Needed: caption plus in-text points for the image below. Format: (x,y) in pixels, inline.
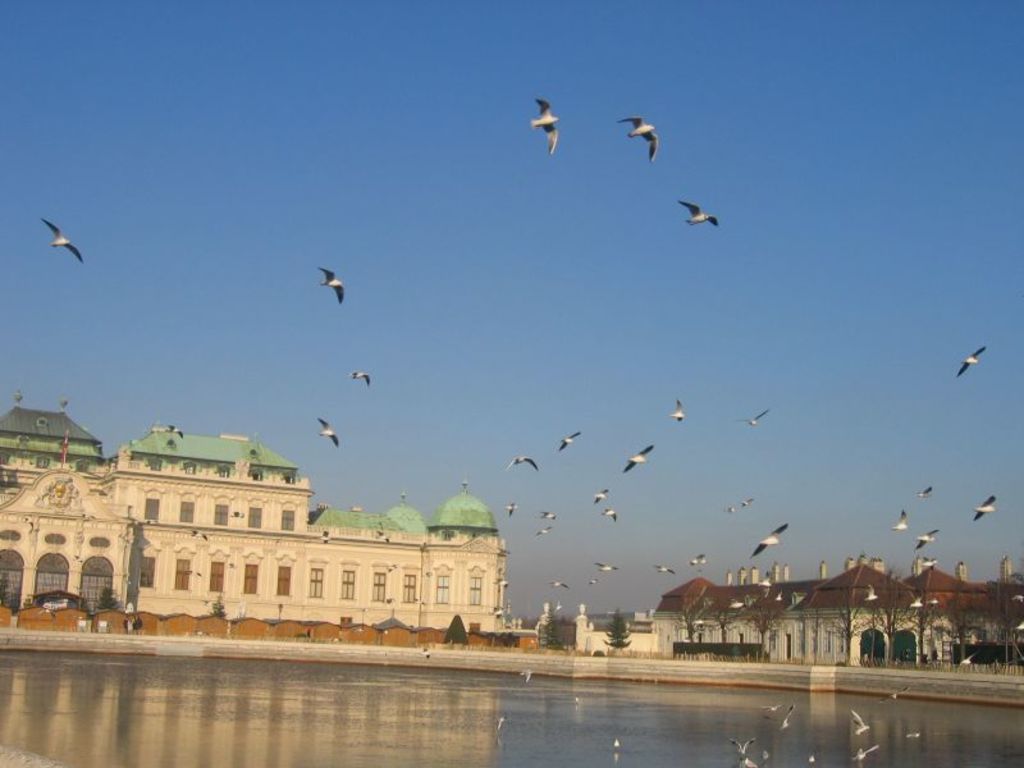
Bird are flying in the sky (687,324). Here we can see water (439,704), buildings (393,535) and trees (618,629). Sky (327,136) is in blue color.
